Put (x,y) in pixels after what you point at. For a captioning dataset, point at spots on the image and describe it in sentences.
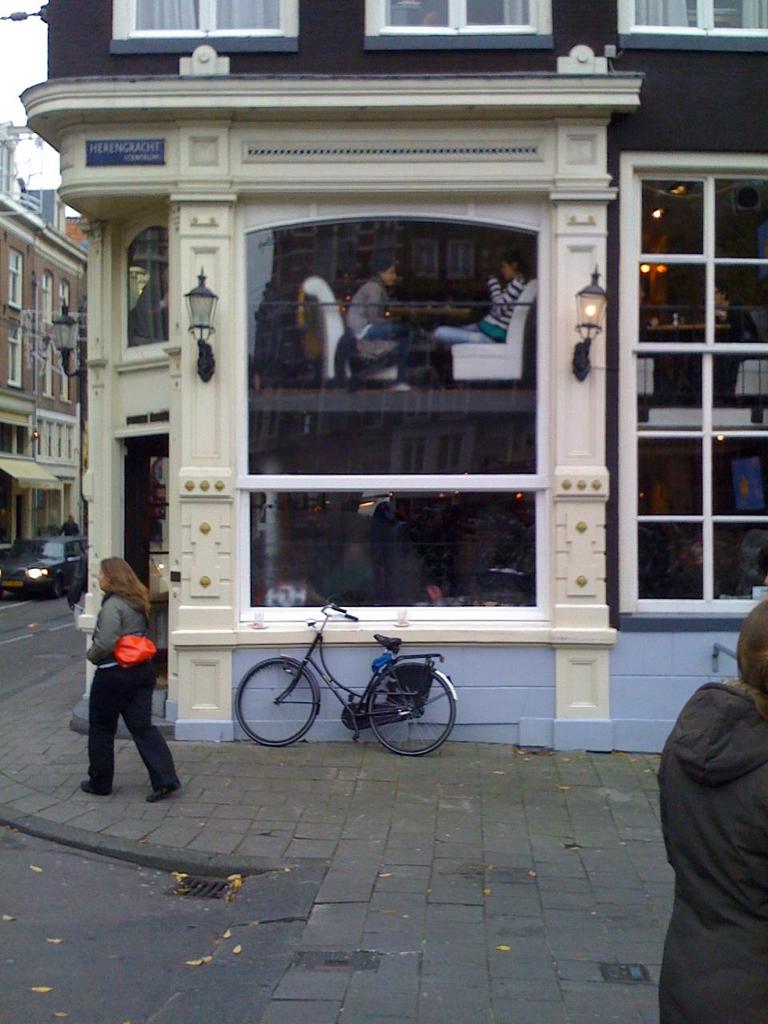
In this image we can see road (201,905). There are people (666,1011) walking. There is a bicycle (321,634). In the background of the image (194,500) there are buildings (55,72), windows (401,317). There is a car (79,548). In the center of the image (398,355) there are two people (513,308) sitting on chairs (478,362) through glass windows (349,465).
